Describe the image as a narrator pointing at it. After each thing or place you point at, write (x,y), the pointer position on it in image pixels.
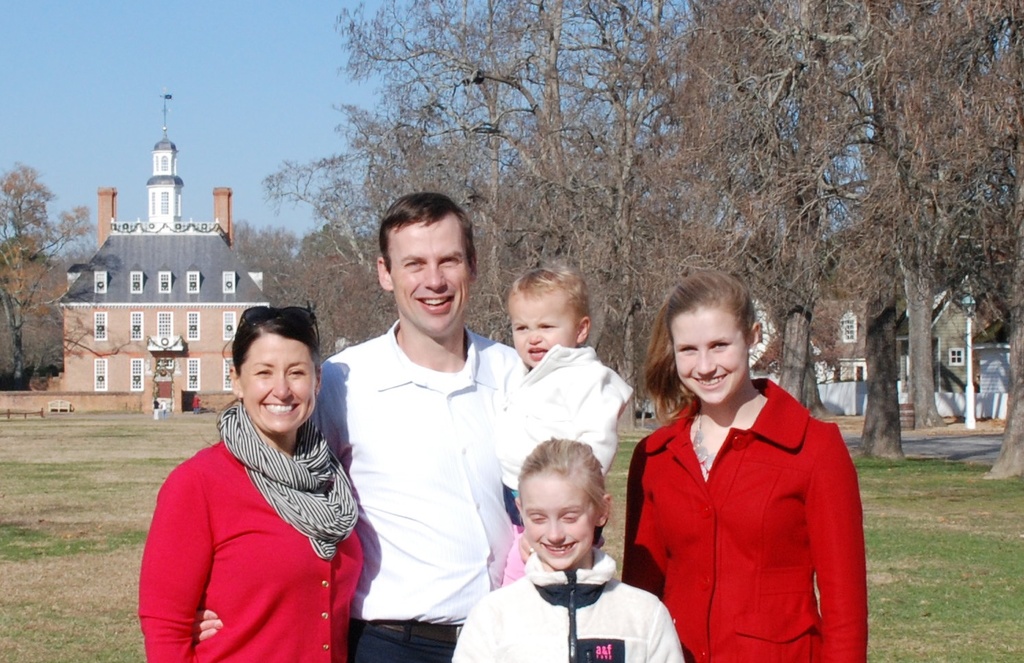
At the bottom of this image (484,497), there are two women (283,416), a girl (604,627) and a man (445,562) who is holding a child (606,380), smiling and standing. In the background (856,235), there are trees (313,206), buildings (193,366), a road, a person (196,404) and grass (113,439) on the ground (60,460) and there is a sky (153,53).
